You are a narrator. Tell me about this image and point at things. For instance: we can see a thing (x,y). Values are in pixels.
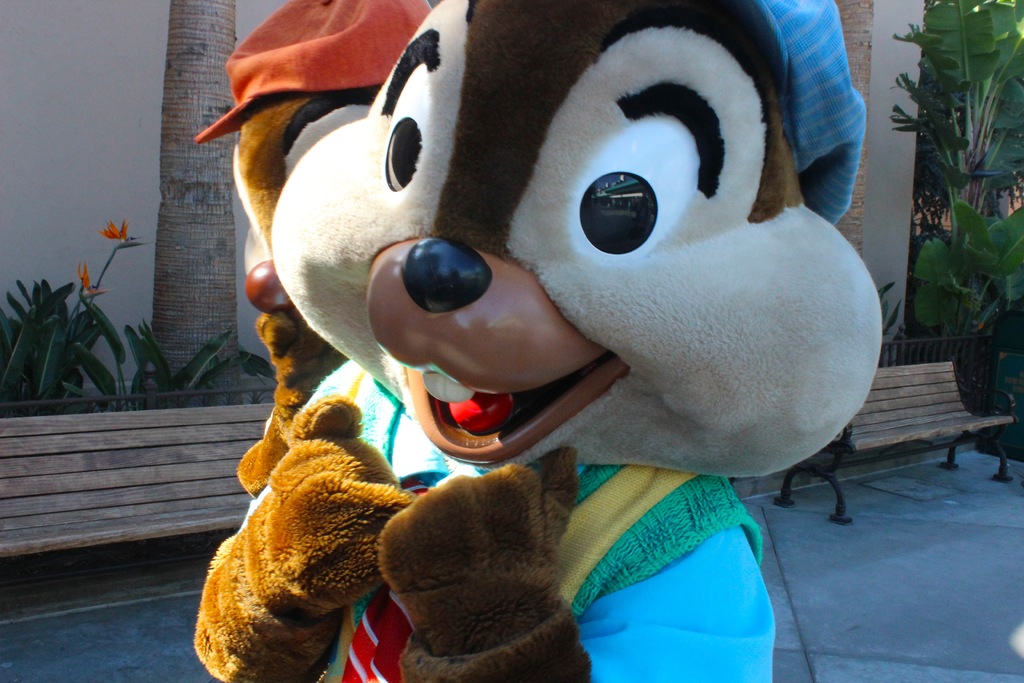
In this image I can see a teddy (314,331) which is facing towards the left side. In the background (204,519), I can see two benches (181,514) which are placed on the floor (795,563). At the back of it I can see few plants (43,349) along with the flowers (123,230). In the background (109,242) there is a wall (129,134) and trees (199,99).
